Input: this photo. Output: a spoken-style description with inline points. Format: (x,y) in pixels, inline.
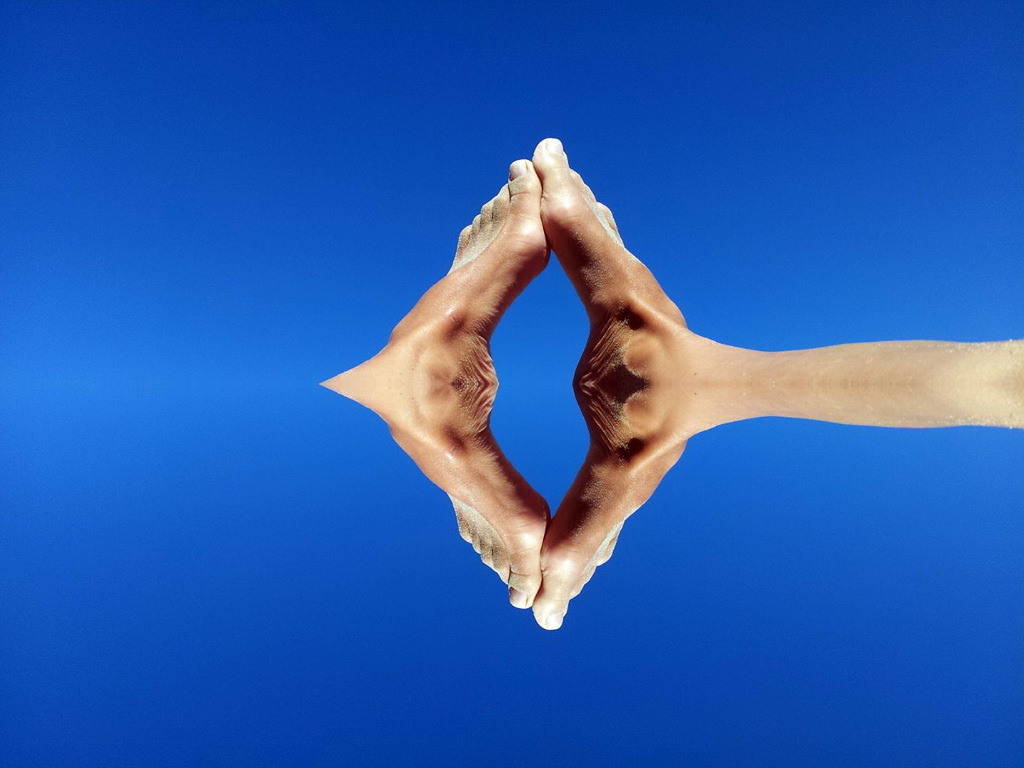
In this image we can see an edited picture of a person's leg (784,374).
